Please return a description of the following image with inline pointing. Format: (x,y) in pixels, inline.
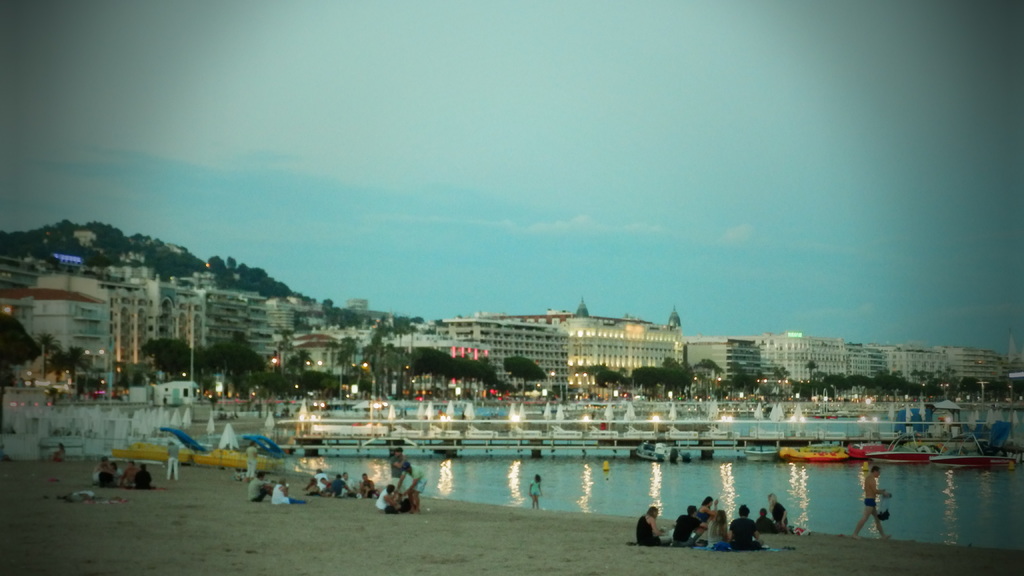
We can see persons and sand (227,496) and we can see boats (907,438) on water (493,474). On the background (853,351) we can see buildings (83,318), trees (242,354), lights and sky (588,302).
